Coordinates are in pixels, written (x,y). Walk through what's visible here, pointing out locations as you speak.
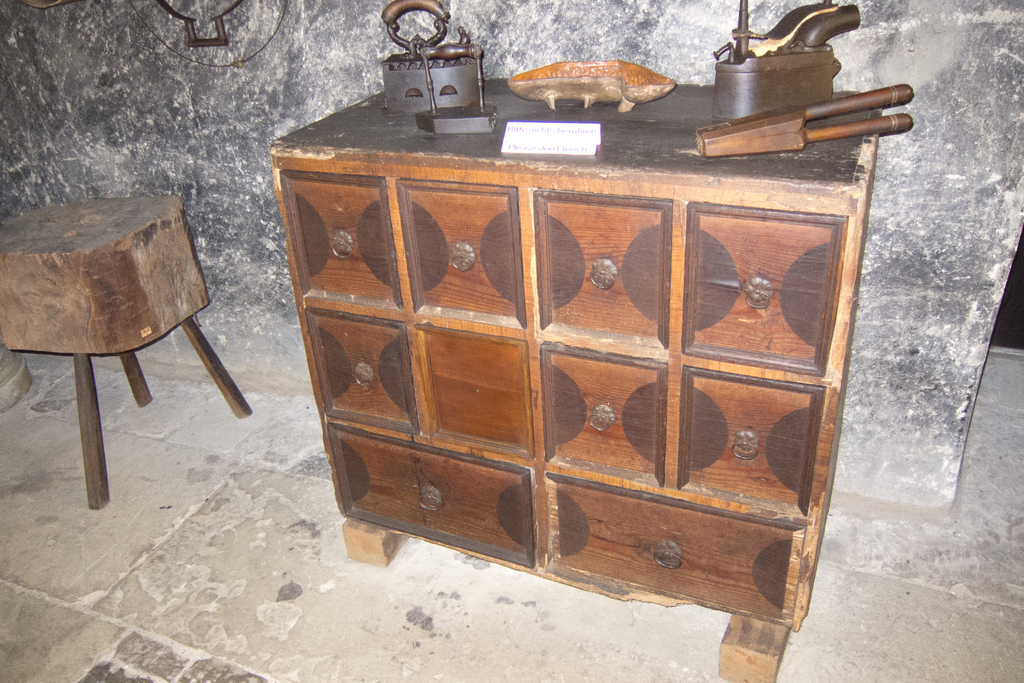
In this image i can see a wooden table (597,355) on which there are two iron boxes (450,59) and few other objects (554,77). In the background (596,26) i can see a rock wall (583,23).
